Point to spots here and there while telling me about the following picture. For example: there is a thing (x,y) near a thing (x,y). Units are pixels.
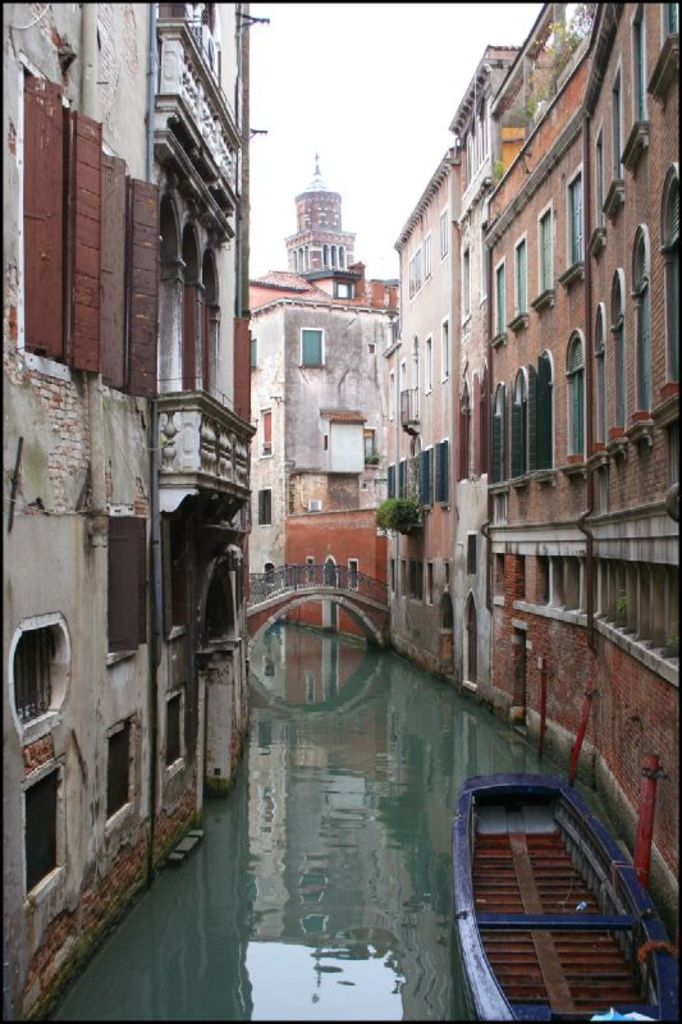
In this image, there are a few buildings (634,598). We can also see some water (439,815). We can see a boat (594,822) and a bridge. We can also see the sky (251,158).
